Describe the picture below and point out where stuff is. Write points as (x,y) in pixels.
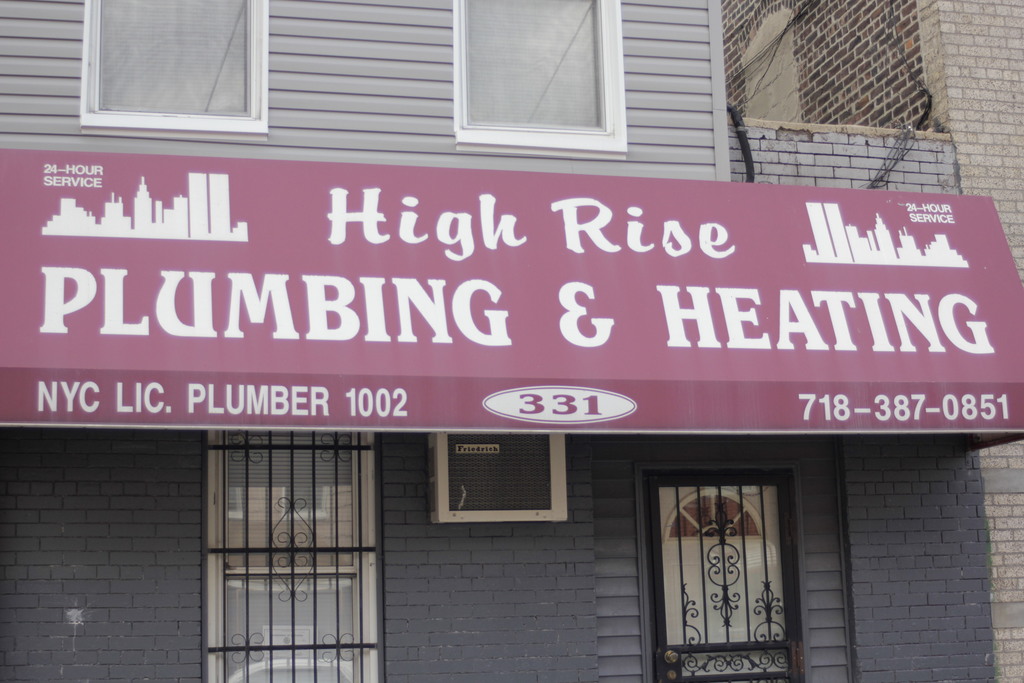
In this image we can see a building (672,27) with windows (260,591). On the building (762,597) there is a board (388,252) with text (662,292).
